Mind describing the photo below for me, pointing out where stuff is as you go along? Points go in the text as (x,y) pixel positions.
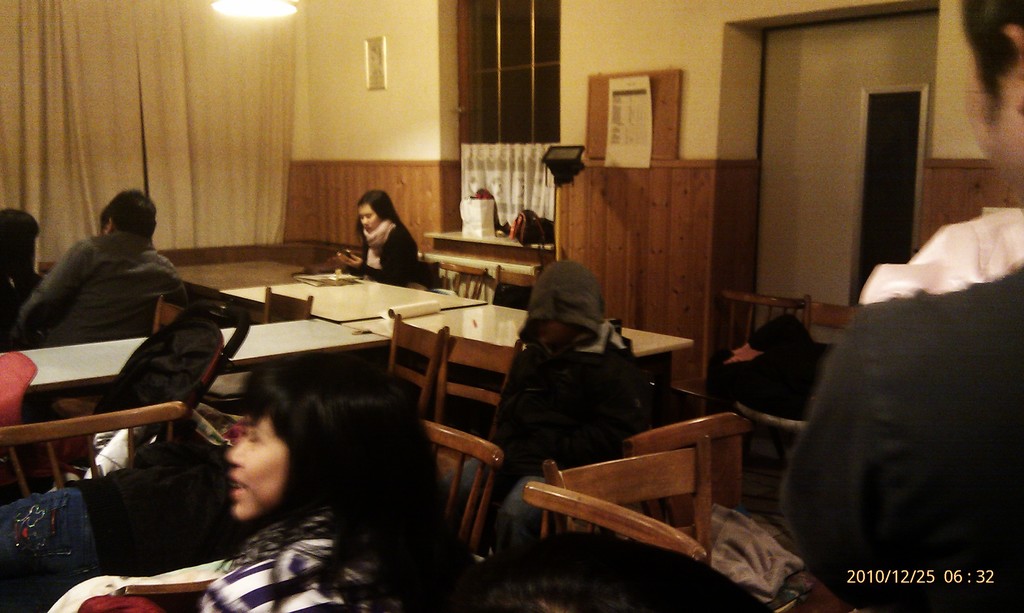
In this image i can see few people (517,360) sitting on chairs (464,346) in front of tables (469,326), in the background (636,200) i can see a curtain (214,163), a wall (331,106), a photo frame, few lights (282,9), a window (527,125), a paper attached to the wall (612,175) and a door (816,168).
